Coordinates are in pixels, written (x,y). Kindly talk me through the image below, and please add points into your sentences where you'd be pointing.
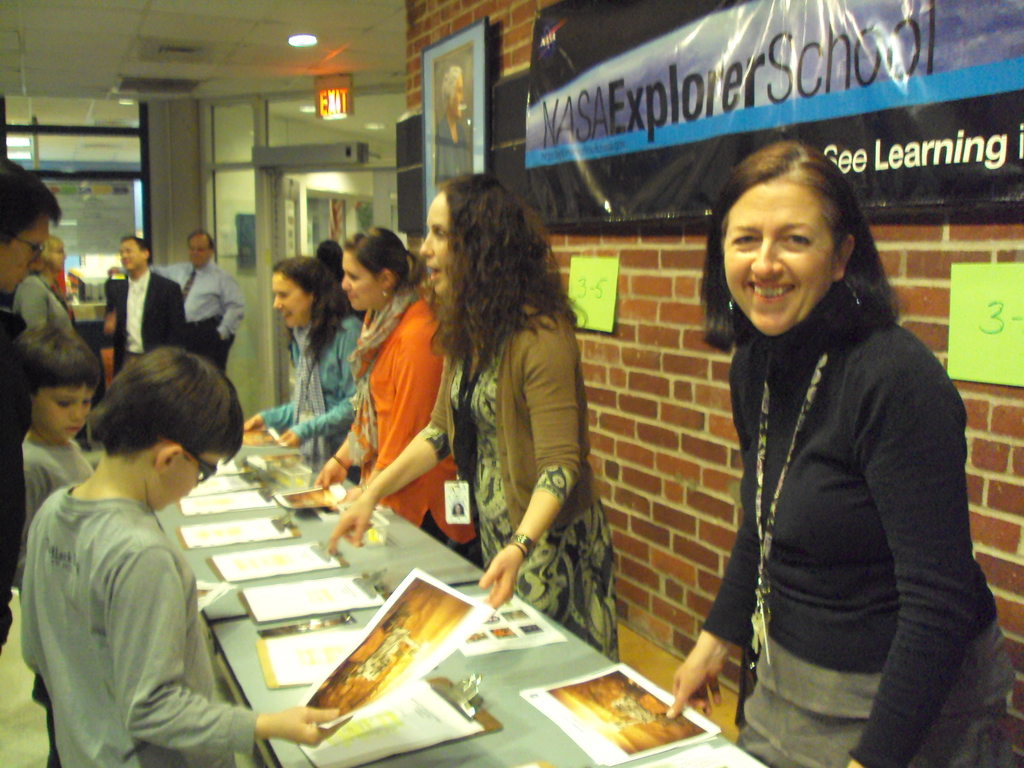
In the image we can see there are people (483,340) standing and there are papers (294,612) kept on the pads (376,716). The papers (319,657) are kept on the table (283,745) and the people (531,524) are wearing id cards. There are banners (686,116) and photo frames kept on the wall (670,391) and the wall (657,425) is made up of red bricks (665,326). There is a sign board (333,101) on the roof (331,38) and its written ¨Exit¨.
